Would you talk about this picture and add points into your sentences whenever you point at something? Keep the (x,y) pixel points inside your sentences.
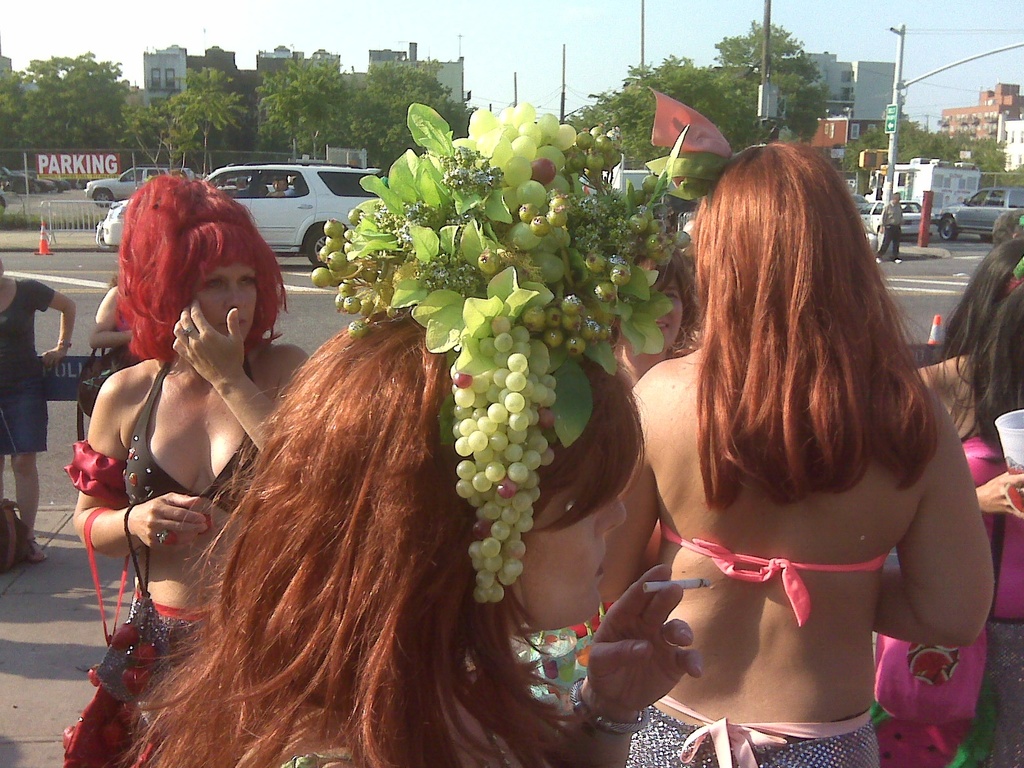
This image is clicked outside. There are trees (373,123) in the top (72,87). There are buildings (827,125) in the top (845,128), there is sky (472,58) in the top (23,12), there are cars (370,168) on roads (963,243). On the left side (72,169) there is a parking board (69,170). There are so many women (330,462) in the middle (621,496). One of them who is in the front (568,338) is wearing a fruit band (524,313).
